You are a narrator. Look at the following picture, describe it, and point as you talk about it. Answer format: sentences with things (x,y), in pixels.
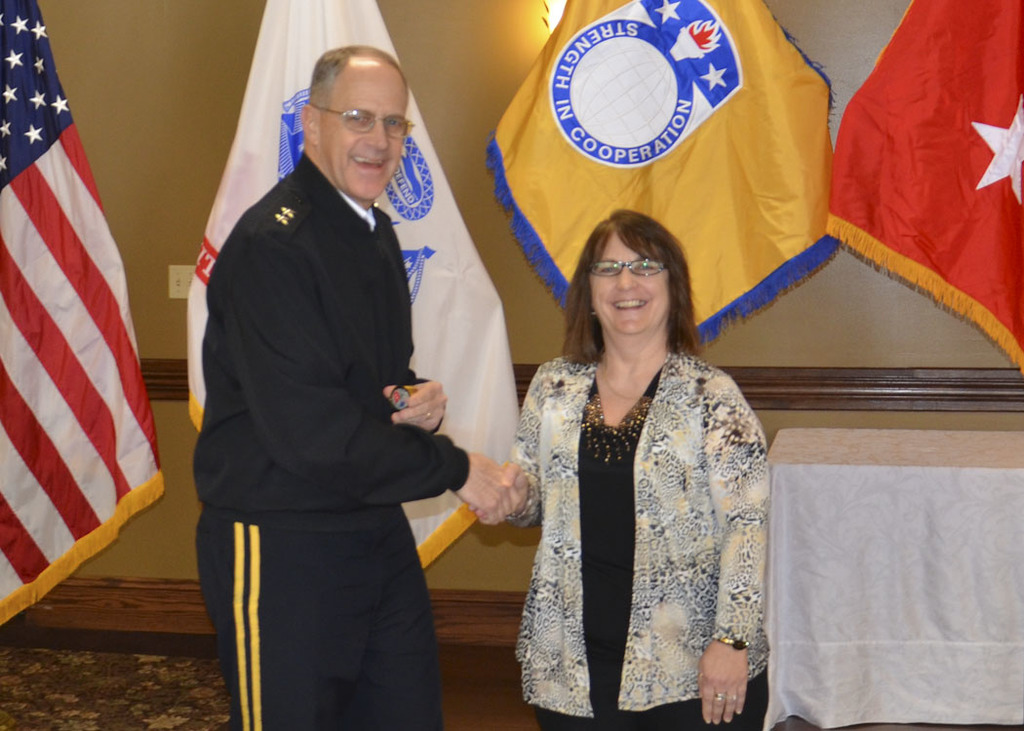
In this image I can see a man (399,470) and a woman (617,467) are standing and smiling. These people (425,442) are giving shake hands (494,477). In the background (831,633) I can see flags (386,205) and a table (818,639) which is covered with a cloth (828,547).
